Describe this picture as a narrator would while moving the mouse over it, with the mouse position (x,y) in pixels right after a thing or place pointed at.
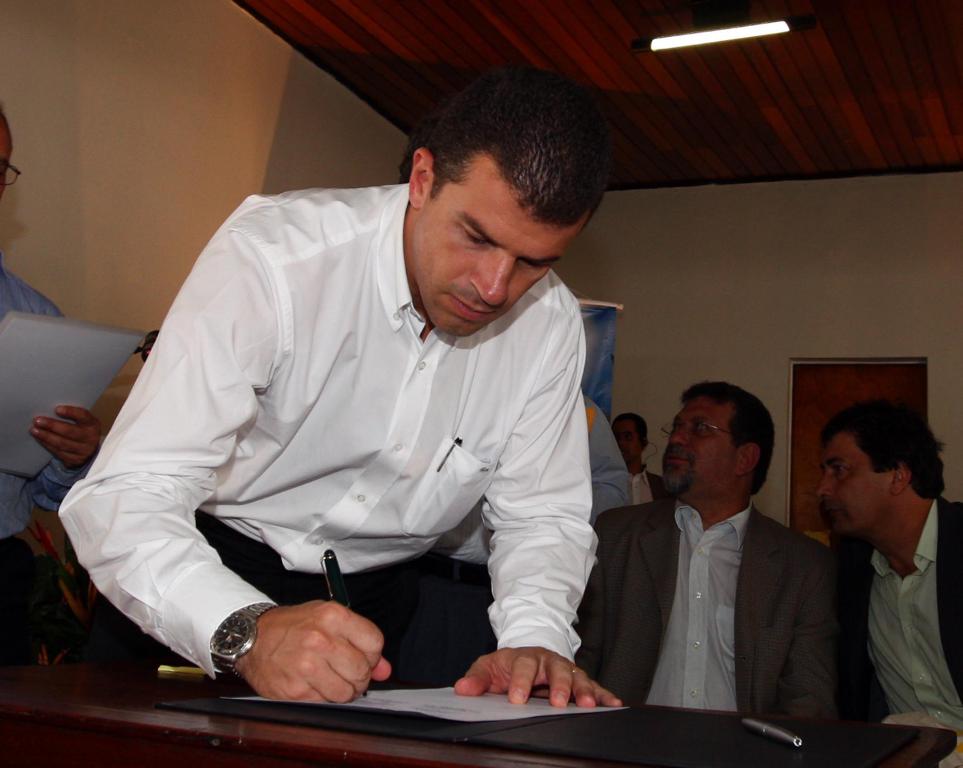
In this picture we can see the ceiling (789,64), objects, light (812,18) and people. We can see a man (338,479) holding a pen (322,562) and writing something on a paper (451,692). On a table (275,748) we can see pen (766,733) and a black object (566,737). On the left side of the picture (36,412) we can see the partial part of a person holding a file (8,365).
